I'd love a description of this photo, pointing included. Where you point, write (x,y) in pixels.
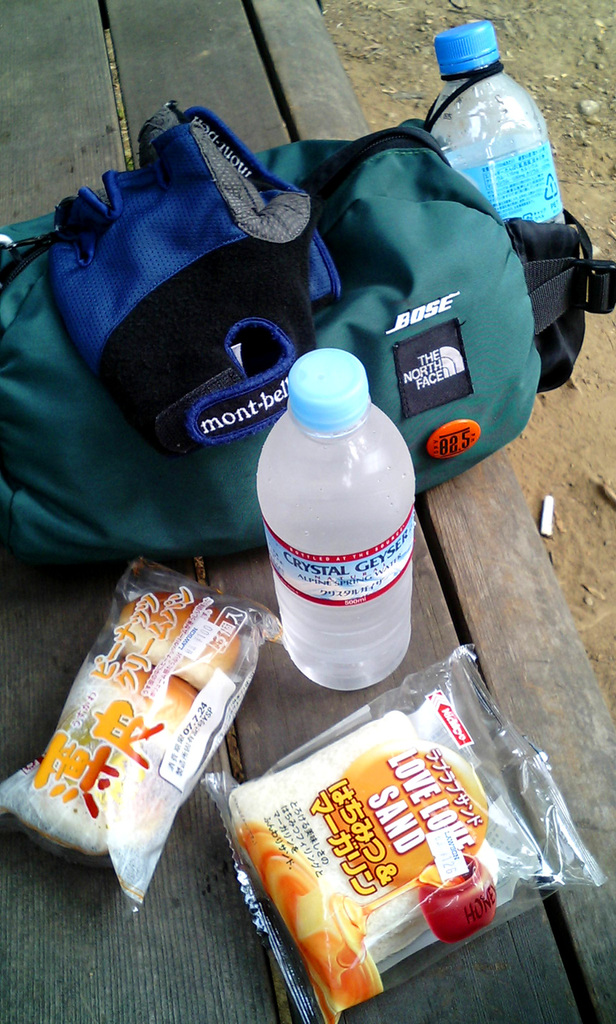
In this image I can see two bottles (373,475), a bag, a glove (180,204) and two packets of food (112,707).
